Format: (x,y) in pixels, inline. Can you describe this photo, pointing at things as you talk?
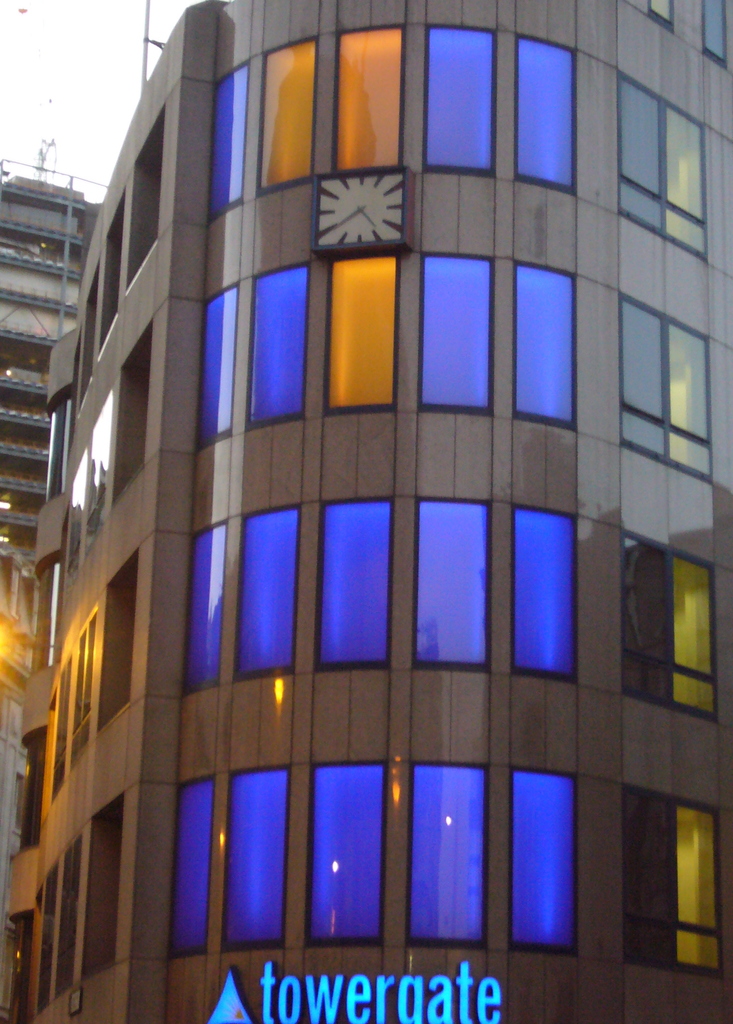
This picture shows couple of buildings (330,391) and a cloudy sky (85,131).
